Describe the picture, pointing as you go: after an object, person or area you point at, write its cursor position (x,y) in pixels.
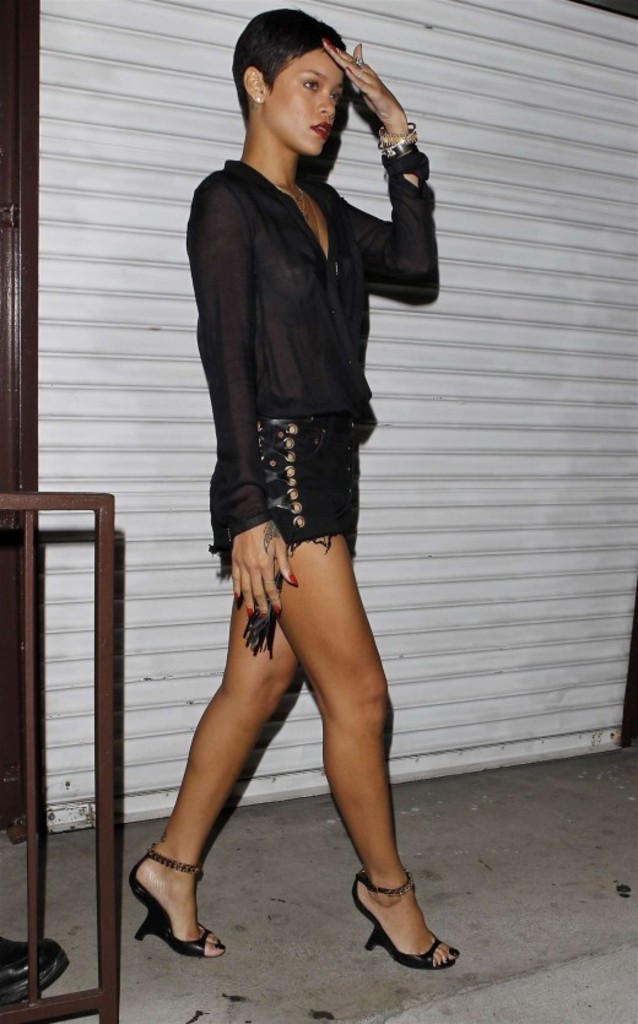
In the center of the image (257,426) a lady (282,322) is standing. In the background of the image (497,225) rolling shutter (422,335) is there. On the left side of the image (101,652) rod (101,604) is there. At the bottom left corner (38,948) shoe (54,945) is there. At the bottom of the image (535,943) floor (523,940) is there.
